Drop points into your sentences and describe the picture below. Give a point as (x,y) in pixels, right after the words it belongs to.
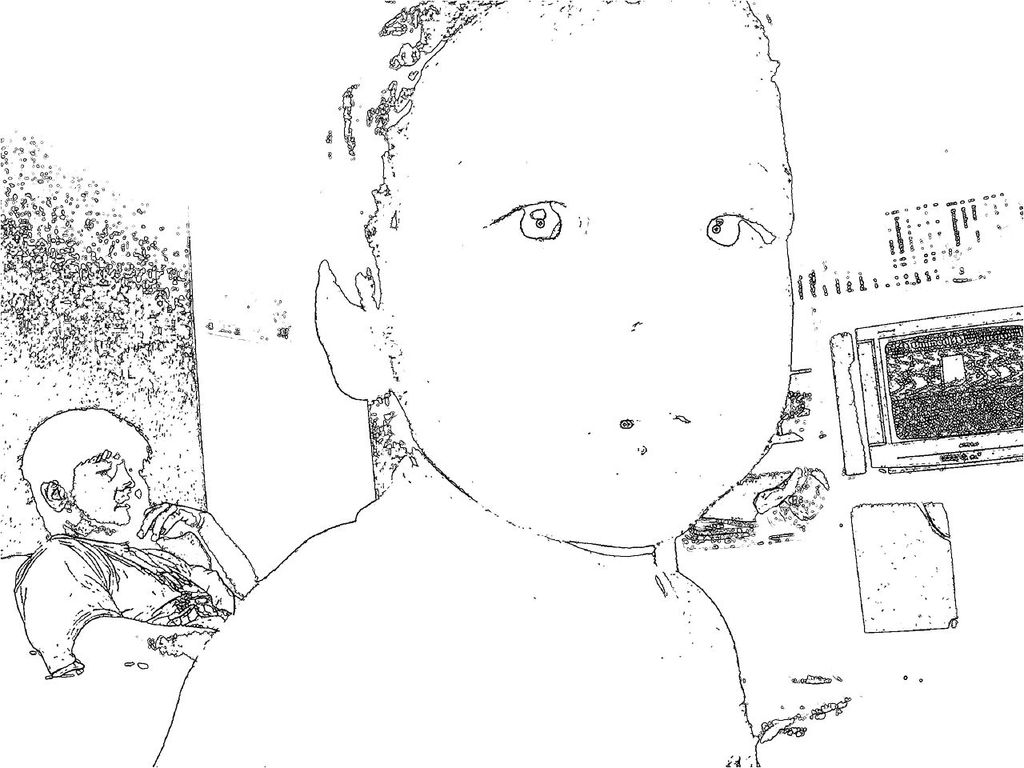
In this picture I can see the digital of 2 persons (410,319) and other things (944,531) and I see the color of the sketch is black and white.
